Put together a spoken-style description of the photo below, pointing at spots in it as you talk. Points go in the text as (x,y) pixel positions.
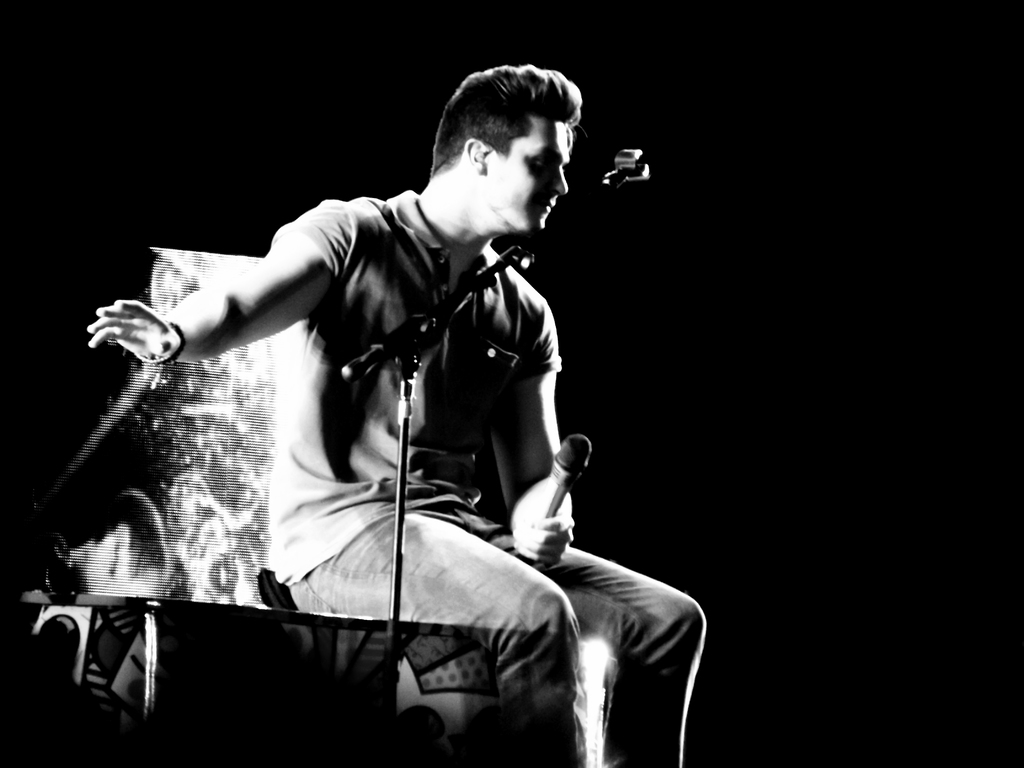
In this image I can see a dark view in the back ground (709,321) and I can see a person (120,340) sitting on table (165,650) and holding a mike (556,452), in front of him I can see another mike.
